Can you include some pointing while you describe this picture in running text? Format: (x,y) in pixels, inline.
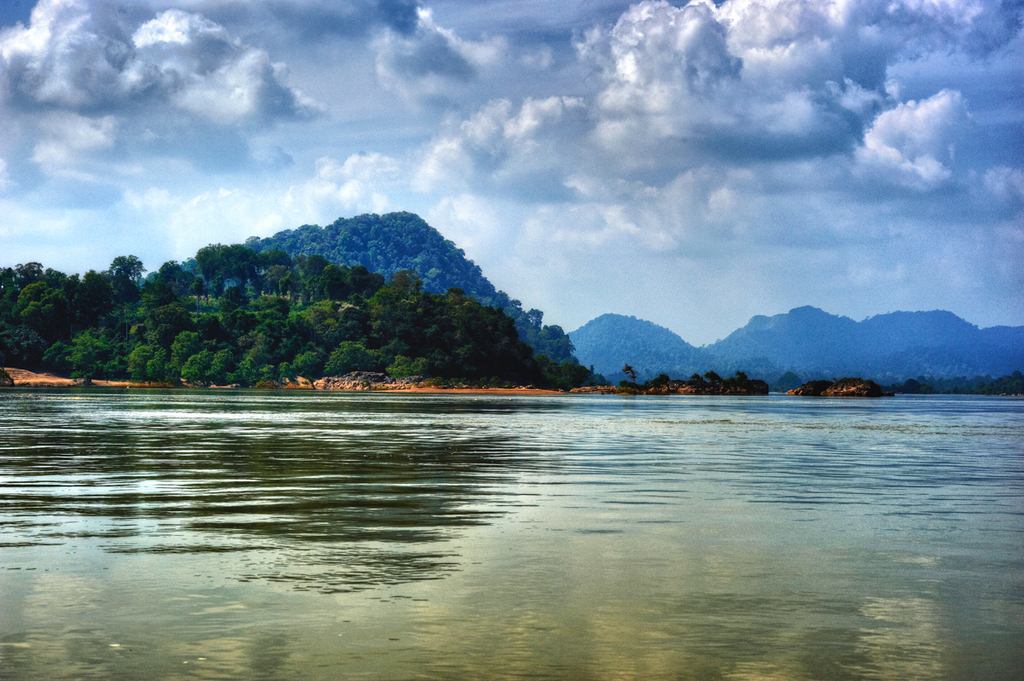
In this image we can see water (514,493), trees (432,348), mountains (691,355) and the sky (440,35) with clouds (430,21) in the background (655,158).
